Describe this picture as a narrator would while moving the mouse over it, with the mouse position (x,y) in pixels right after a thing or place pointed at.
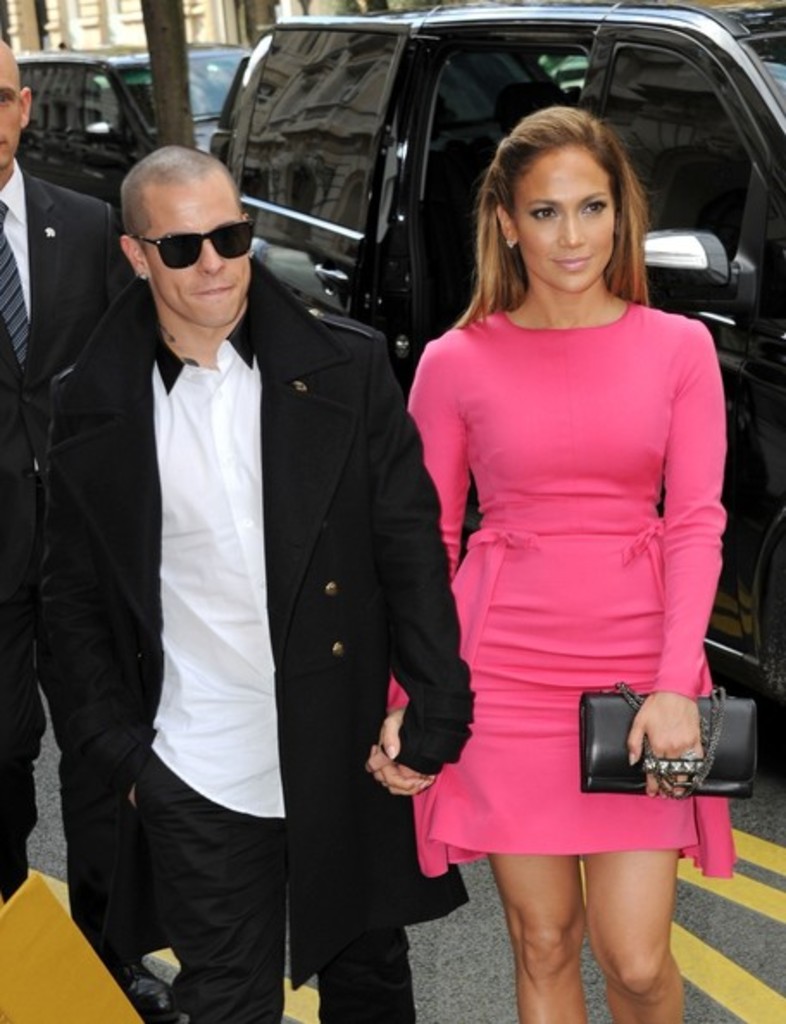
A couple (421,565) is standing, back side there is car (422,105) and this is building (99,14).
